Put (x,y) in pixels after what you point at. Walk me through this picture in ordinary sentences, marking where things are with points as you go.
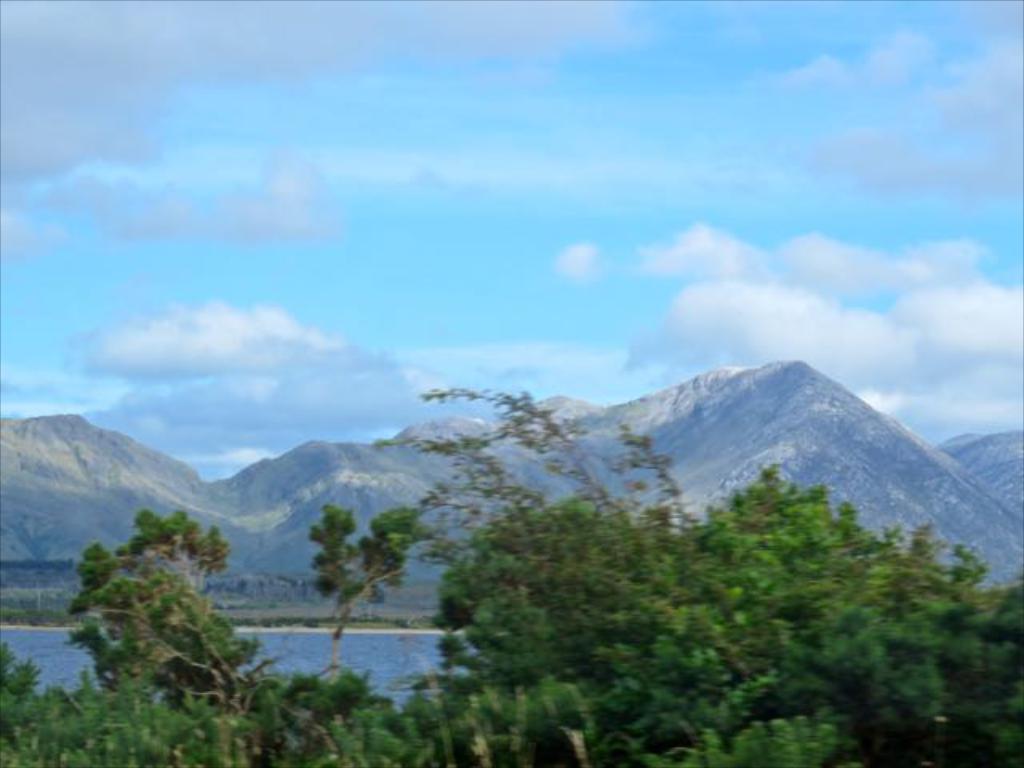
In this image we can see the surrounding trees (583,650), water (41,650), i. e. ocean/river (355,662) and we can see stony surface (53,420) such as mountains (612,418). And we can see the clouds (87,110) in the sky (138,138).
